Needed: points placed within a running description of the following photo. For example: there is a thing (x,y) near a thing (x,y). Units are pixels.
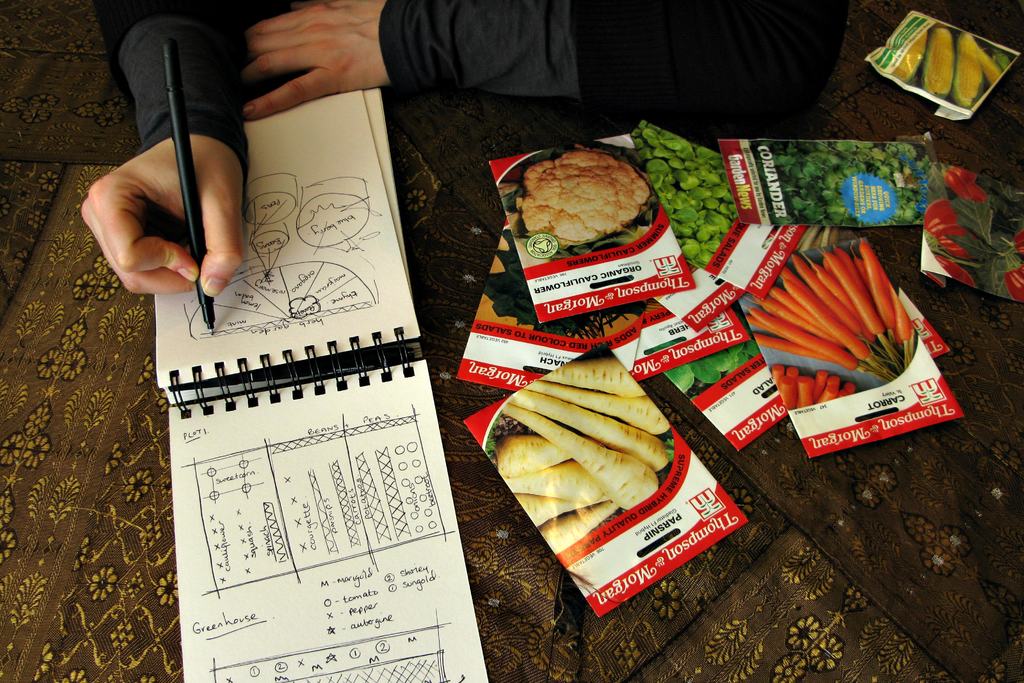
In this picture there are packets (589,326) and a book (308,263). At the top (499,42) there is a person (212,143) holding a pen (206,291) and writing on the book (299,429). At the bottom (79,486) it is mat (796,517).
